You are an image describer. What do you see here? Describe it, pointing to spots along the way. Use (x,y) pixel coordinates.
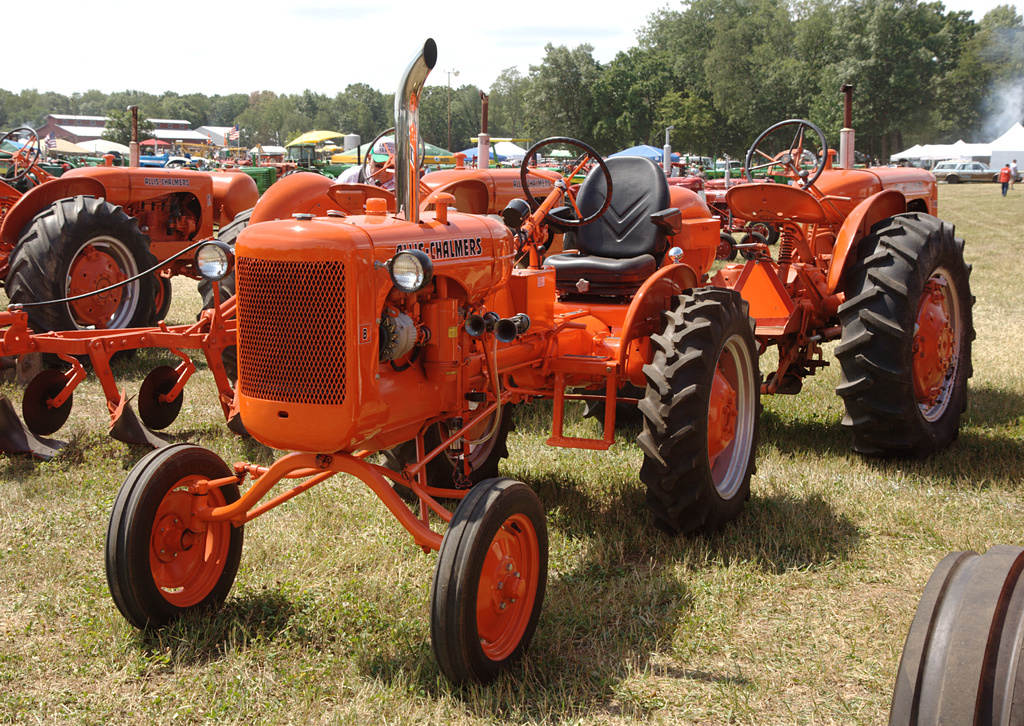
In this picture, we see tractors (418,260) which are in orange color are parked in the garden (279,625). At the bottom of the picture (235,585), we see the grass (214,638). There are many vehicles (311,158) in the background (207,156). We even see an umbrella tents (508,144) in green, blue and white color. There are trees (515,120) and buildings (209,131) in the background (911,144). On the right side (1010,174), we see two men (1003,175) standing in the garden (967,197). At the top of the picture (330,37), we see the sky (361,60).
